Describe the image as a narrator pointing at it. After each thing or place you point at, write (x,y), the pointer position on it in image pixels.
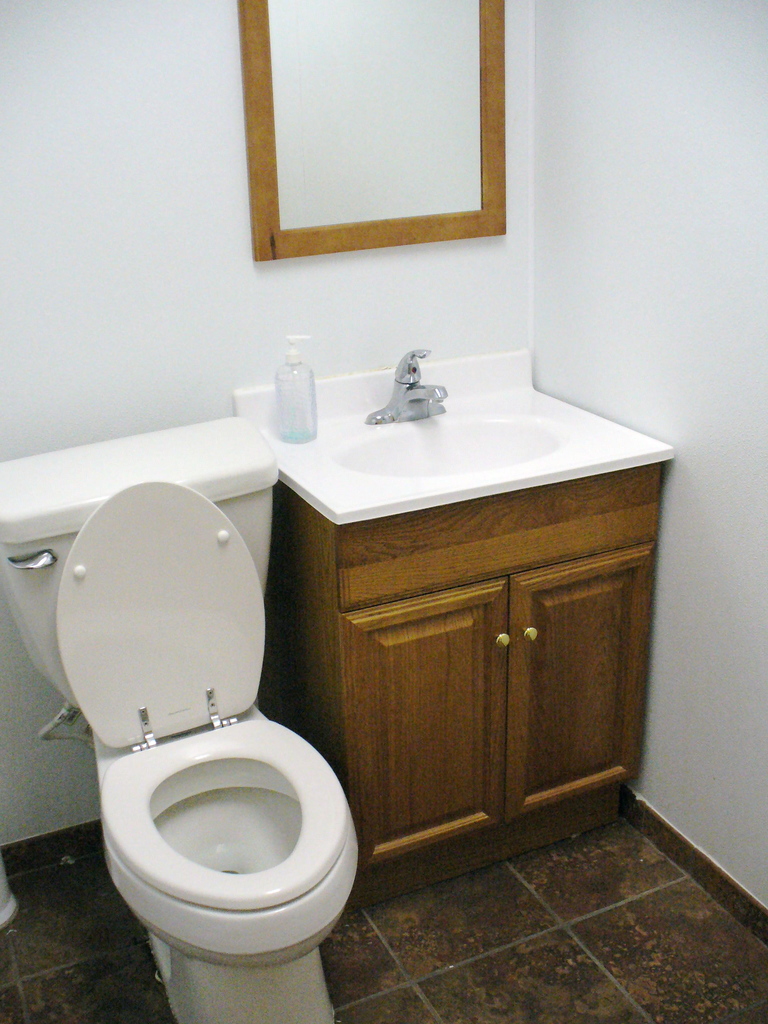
In this picture we can see the floor (485,952), toilet seat (168,774), flush tank (75,535), cupboards (551,608), sink (405,445), tap (436,403), bottle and in the background (402,344) we can see a mirror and walls (390,287).
